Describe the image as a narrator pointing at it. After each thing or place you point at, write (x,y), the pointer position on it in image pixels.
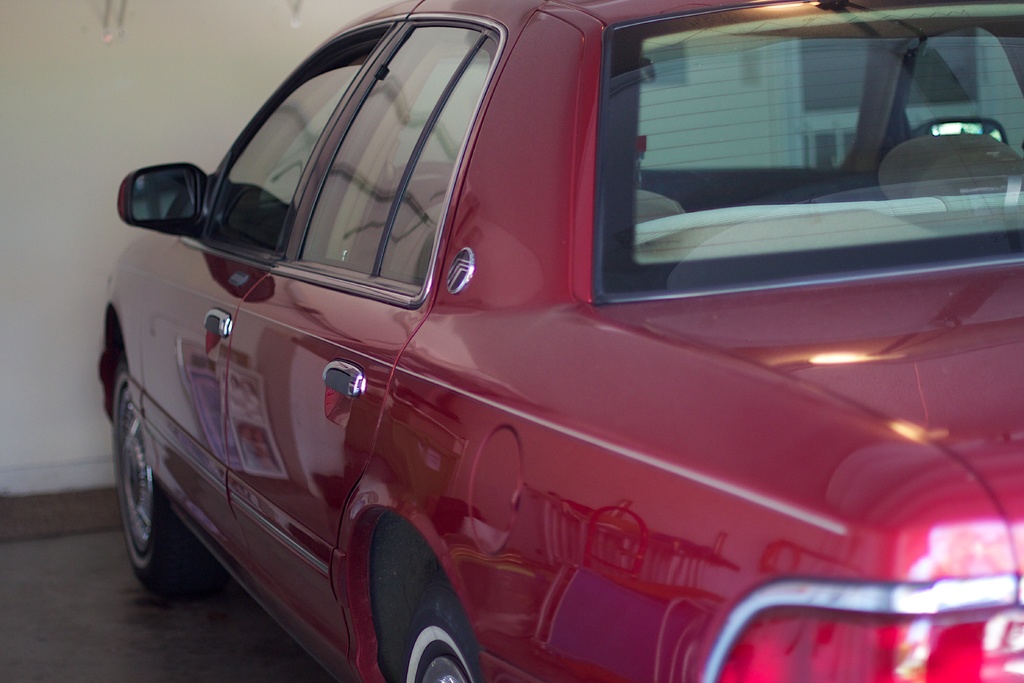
In this image there is a car (394,398) which is red in colour and in the background (150,42) there is a wall (147,60).
